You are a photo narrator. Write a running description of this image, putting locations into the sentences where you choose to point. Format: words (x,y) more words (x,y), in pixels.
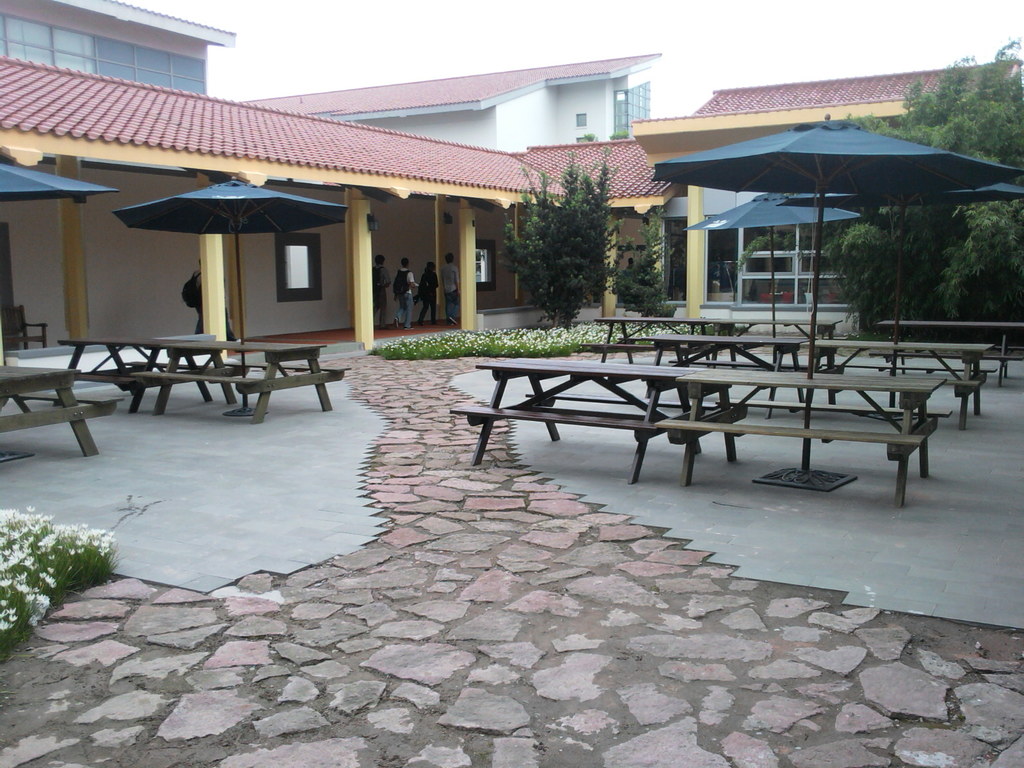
In the center of the image (381,270) there are buildings (156,88) and we can see people (408,304). There are benches (607,386) and parasols (260,222). In the background (600,255) there are trees (597,179) and sky (690,86). At the bottom (458,611) there is a walkway (478,525) and there are shrubs (67,547).
